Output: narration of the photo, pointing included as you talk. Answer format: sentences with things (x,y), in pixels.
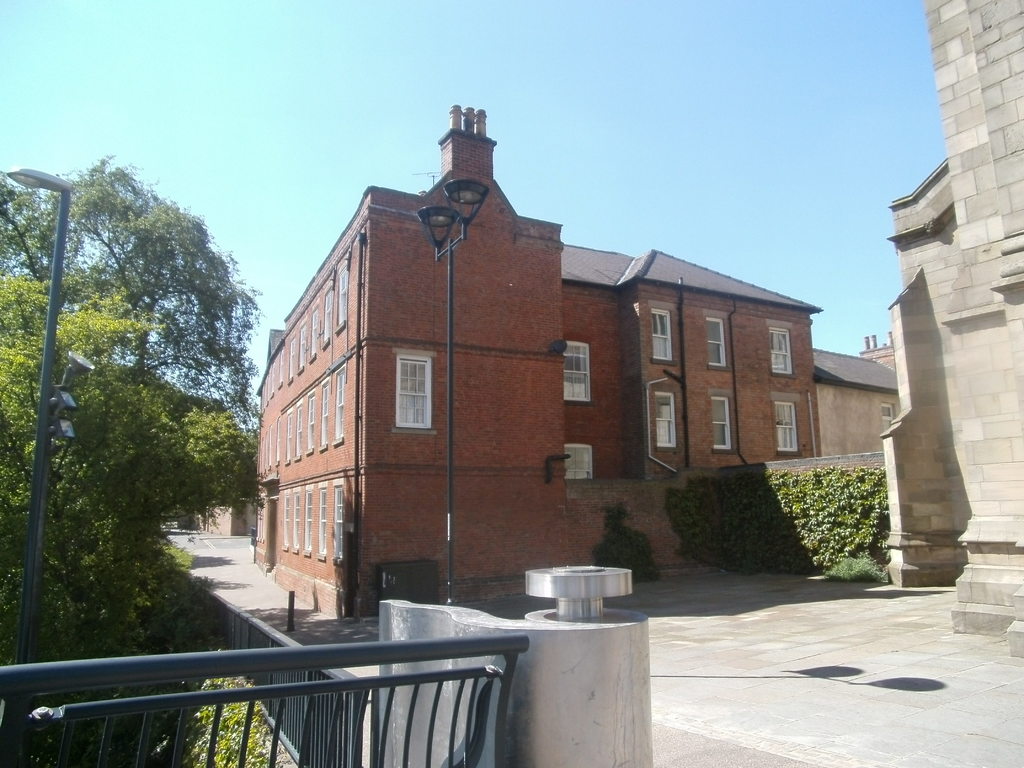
In the background (677,68) we can see the sky (700,73) and it seems like a sunny day. In this picture we can see the buildings (685,398), plants (840,518), trees (106,426), lights (62,426), poles (56,308), windows (665,407). At the bottom portion of the picture (504,733) we can see the railing (14,726). We can see the shadows (930,681) on the ground (863,666).
